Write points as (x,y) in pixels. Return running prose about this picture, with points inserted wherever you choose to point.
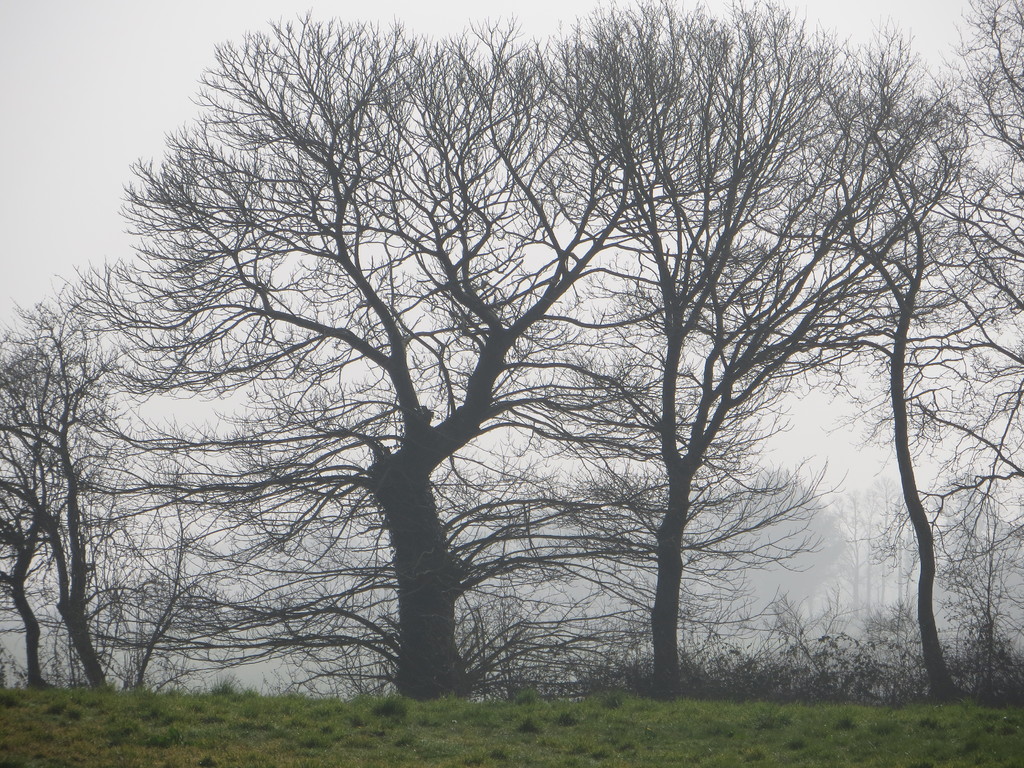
In this image, I can see the trees (970,434) with branches (756,659). At the bottom of the image (240,726), I think this is the grass (793,737). In the background (820,547), I can see few more trees (853,542), which are covered with the fog (852,539).
